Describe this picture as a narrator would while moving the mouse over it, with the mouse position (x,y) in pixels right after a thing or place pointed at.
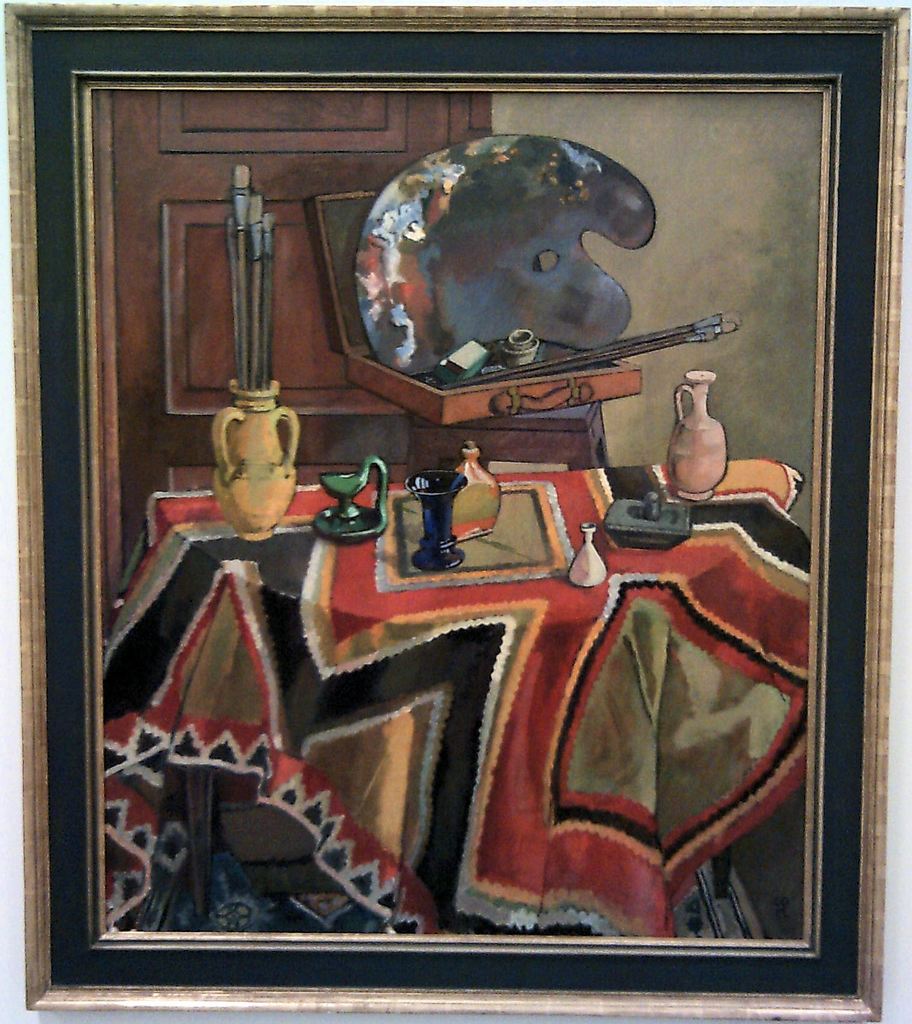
In this image we can see a painting (402,482) in the frame (824,179). In this image we can see wooden objects (275,204), cloth (527,584) and other objects (470,524).
